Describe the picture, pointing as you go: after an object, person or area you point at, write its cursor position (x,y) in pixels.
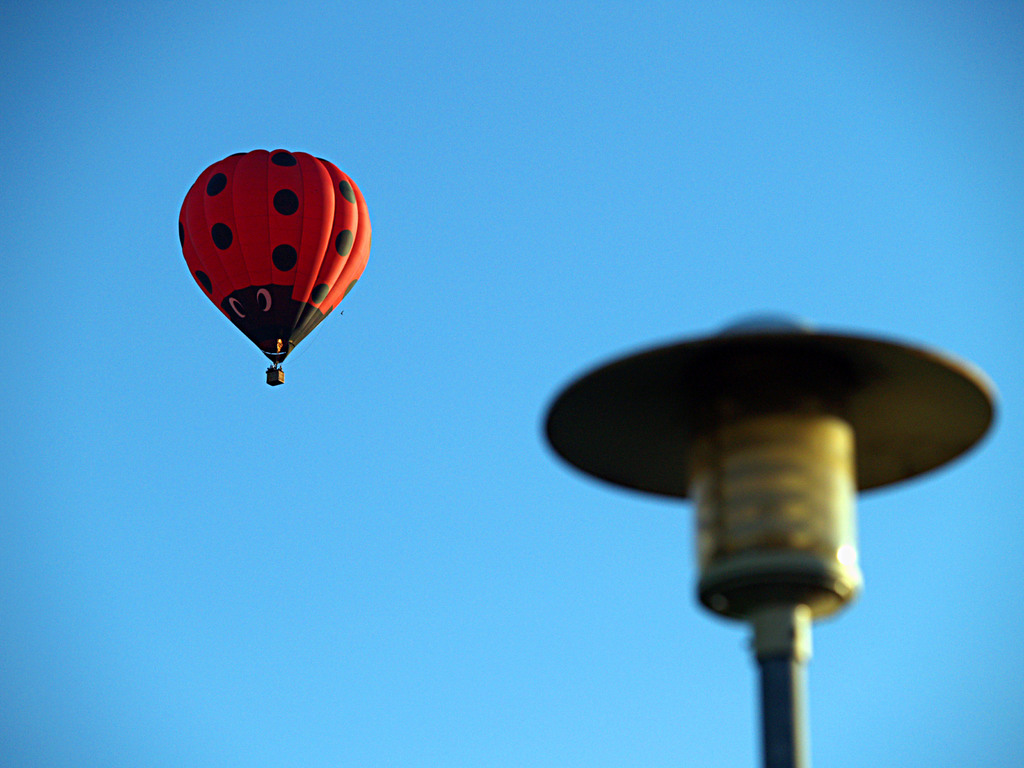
On the right side of the image (790,698) we can see one pole (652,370). On the pole (778,351), we can see one round object (778,351). In the background (469,401), we can see the sky (651,148) and one hot air balloon (278,226), which is in red and black color.
